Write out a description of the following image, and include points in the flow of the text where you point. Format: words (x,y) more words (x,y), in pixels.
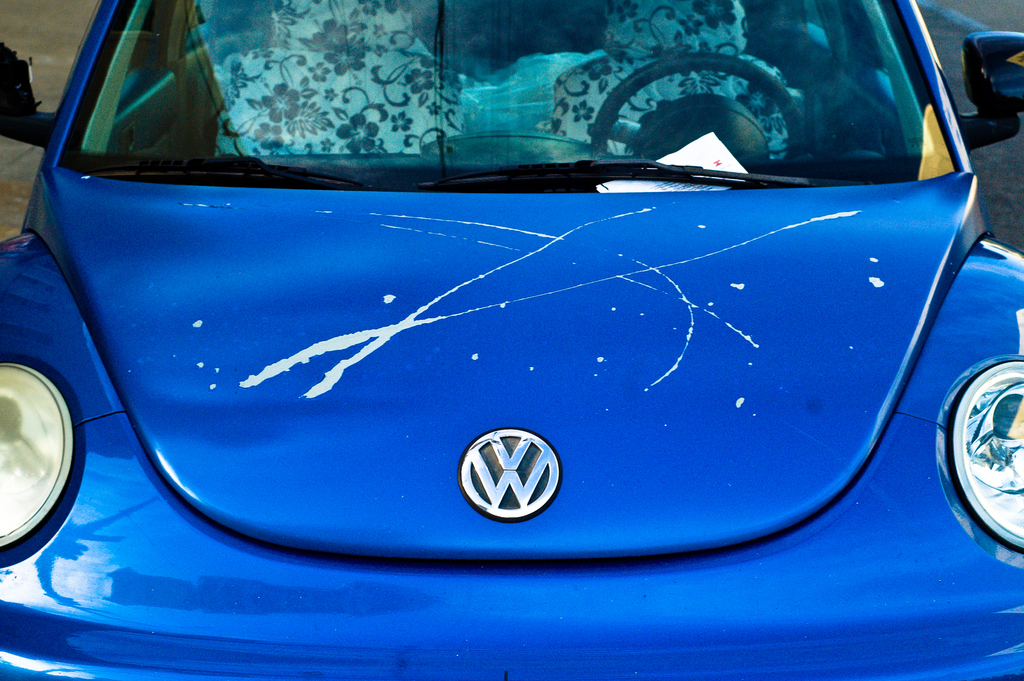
In this image we can see a car (480,284) on the road (1004,216) and there is a paper (633,189) on the car (688,212), through the glass (666,121) we can see a steering (644,70) and seats (607,90) in the car (461,95).
